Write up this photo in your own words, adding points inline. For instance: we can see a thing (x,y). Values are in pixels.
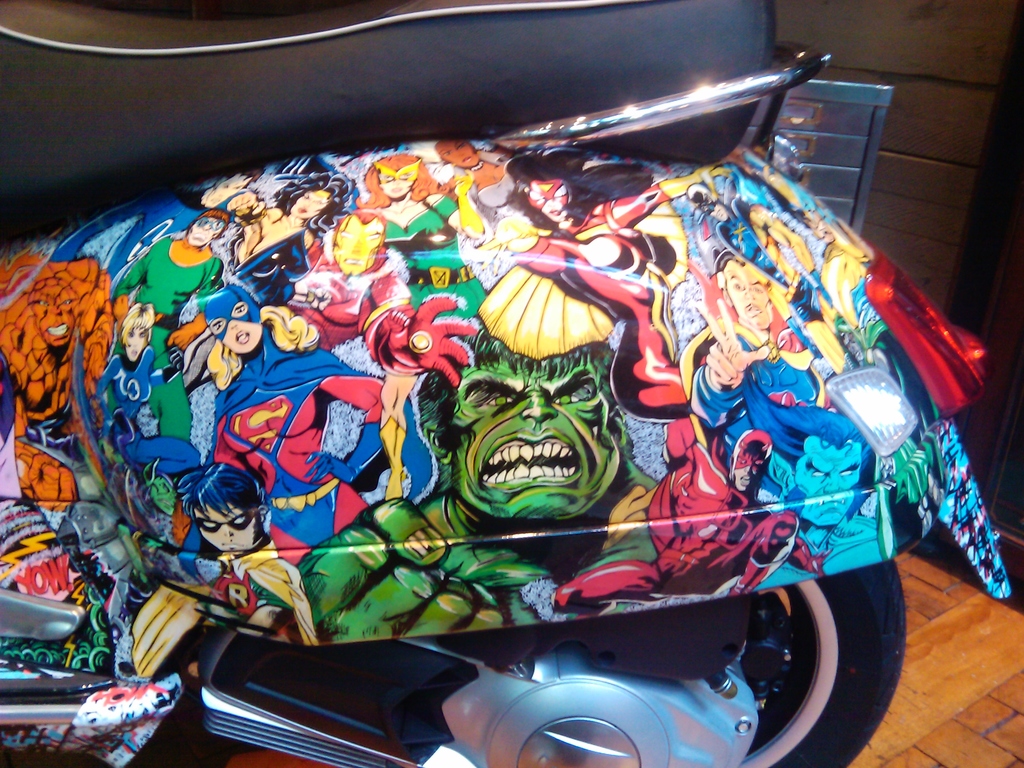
In this image I can see a bike (310,170) which is in multi color and I can see few cartoon pictures (345,390) on the bike (596,349). Back Side I can see a brown color board (925,114).
